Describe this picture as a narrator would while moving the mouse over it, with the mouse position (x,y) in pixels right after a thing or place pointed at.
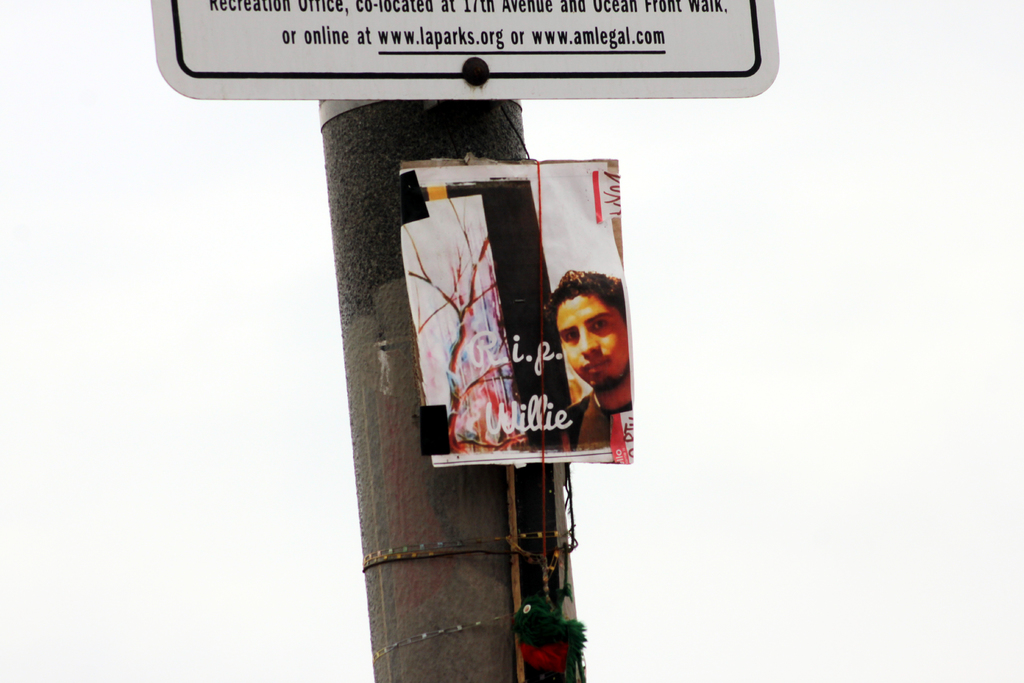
In this image there is a pole (490,539) with a board (397,82), on which there is some text (456,43), beneath that there is a poster (435,270) of a person (569,345) and some text (535,400) on it. In the background (752,449) there is the sky (675,487).
